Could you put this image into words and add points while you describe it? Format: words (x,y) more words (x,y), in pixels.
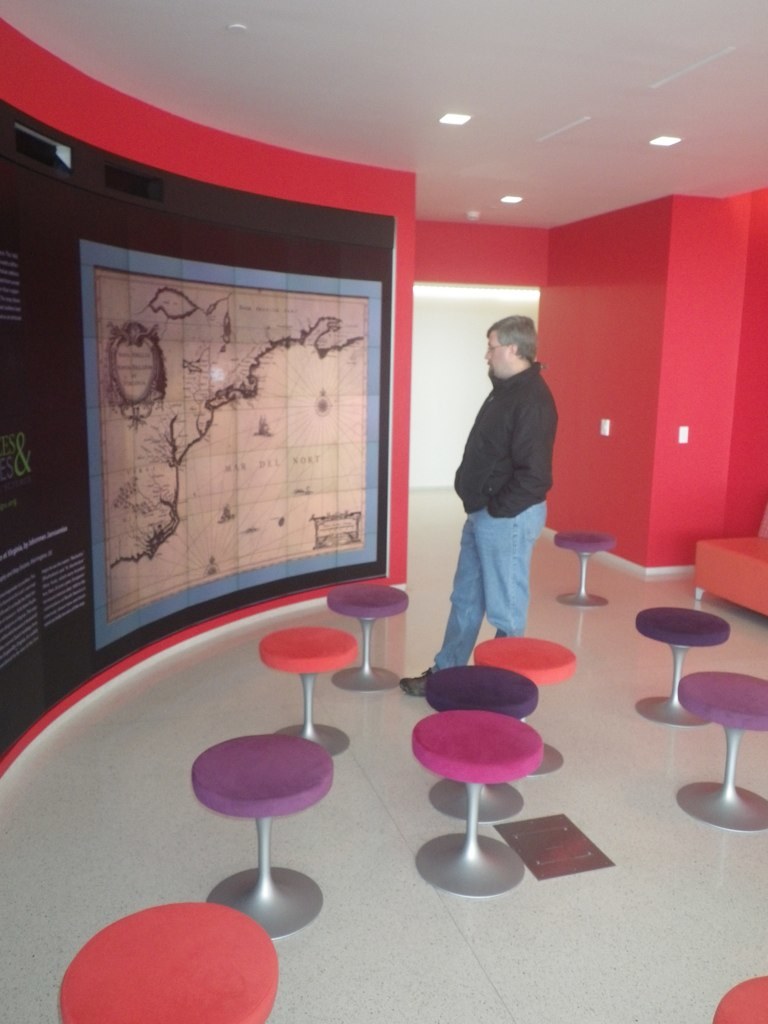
In this image there is one person (501,523) standing at right side of this image (531,499) is wearing black color shirt (510,447) and jeans (476,574). There are some table chairs (479,880) arranged at bottom of this image (461,771) and there is one map (256,396) is attached on the wall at left side of this image (173,373) and there is a wall (544,298) in the background (516,300) and there are some lights (505,202) arranged at top of this image (449,124).
